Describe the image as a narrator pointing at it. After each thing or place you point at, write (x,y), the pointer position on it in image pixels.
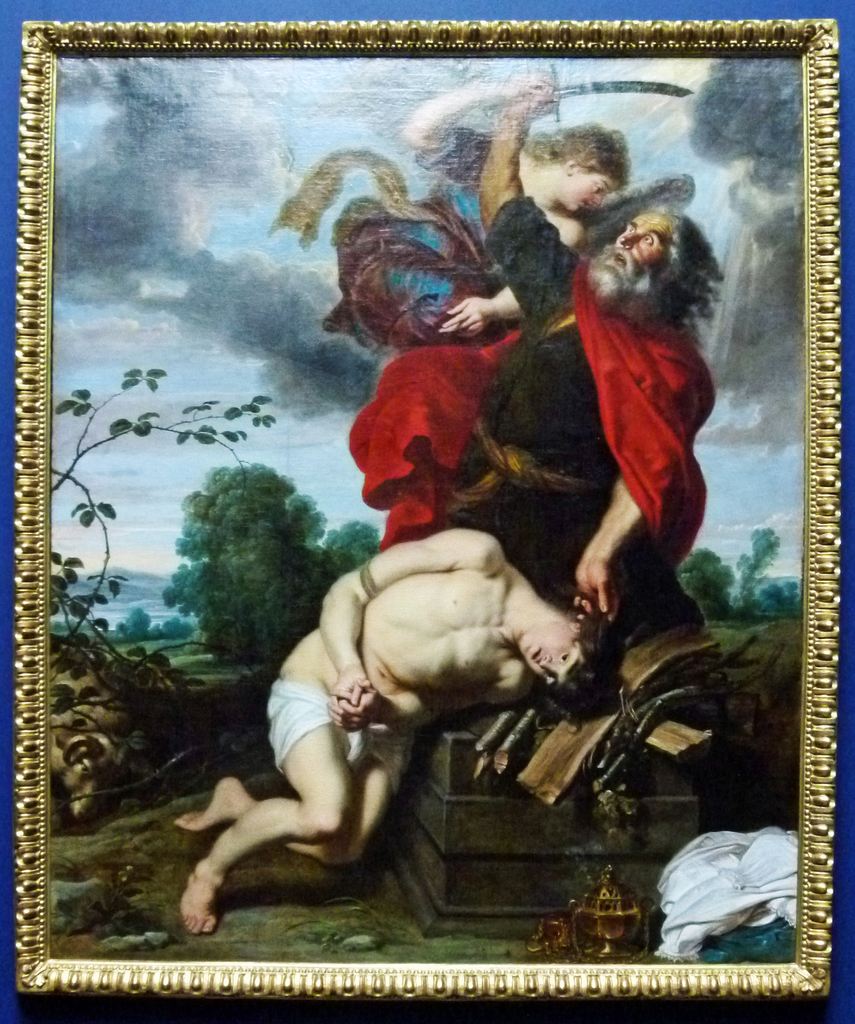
In this picture there is a painting (210,292) on the wall (16,230). In the painting (569,374) we can see a man (687,308) who is holding a sword (680,88), beside him there is a woman (464,204) who is wearing blue dress (418,237). This old man (596,369) is holding person's head (607,646). In the background (239,521) we can see mountains (95,572), trees (173,582), sky (162,473) and clouds (721,353).
